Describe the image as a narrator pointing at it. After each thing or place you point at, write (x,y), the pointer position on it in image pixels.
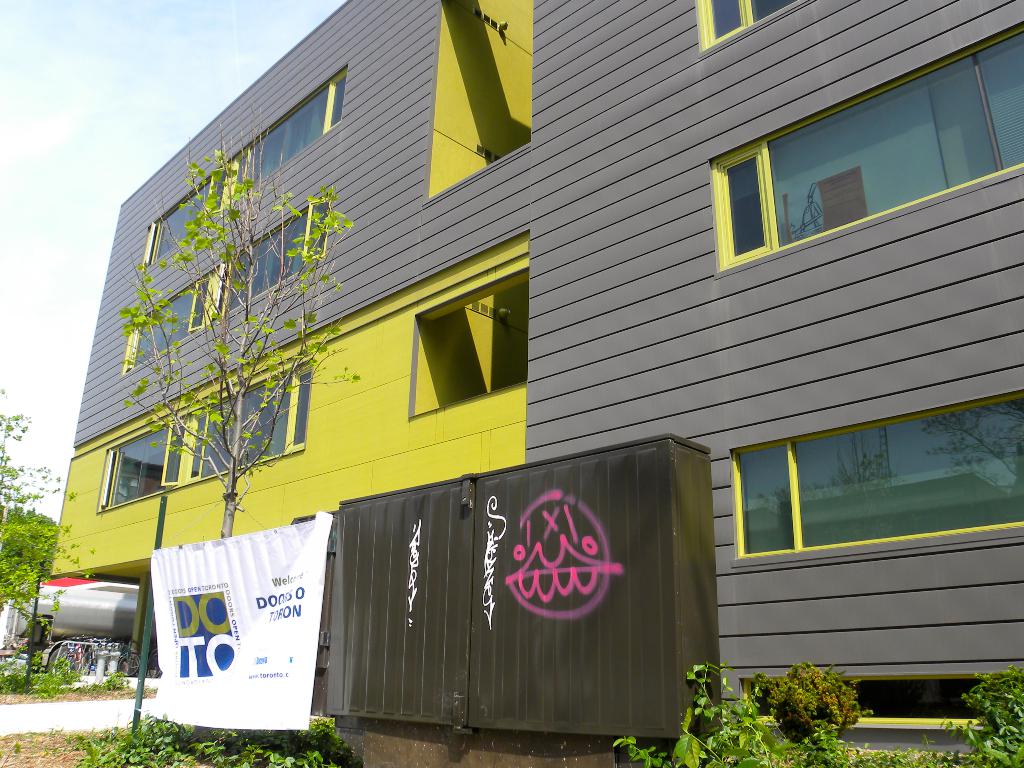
In this picture I can see a building (502,282) and I can see trees (126,318) and plants (1020,733) and I can see a banner (272,618) with some text (276,598) and a metal box (425,583) and I can see cloudy sky (110,161).
